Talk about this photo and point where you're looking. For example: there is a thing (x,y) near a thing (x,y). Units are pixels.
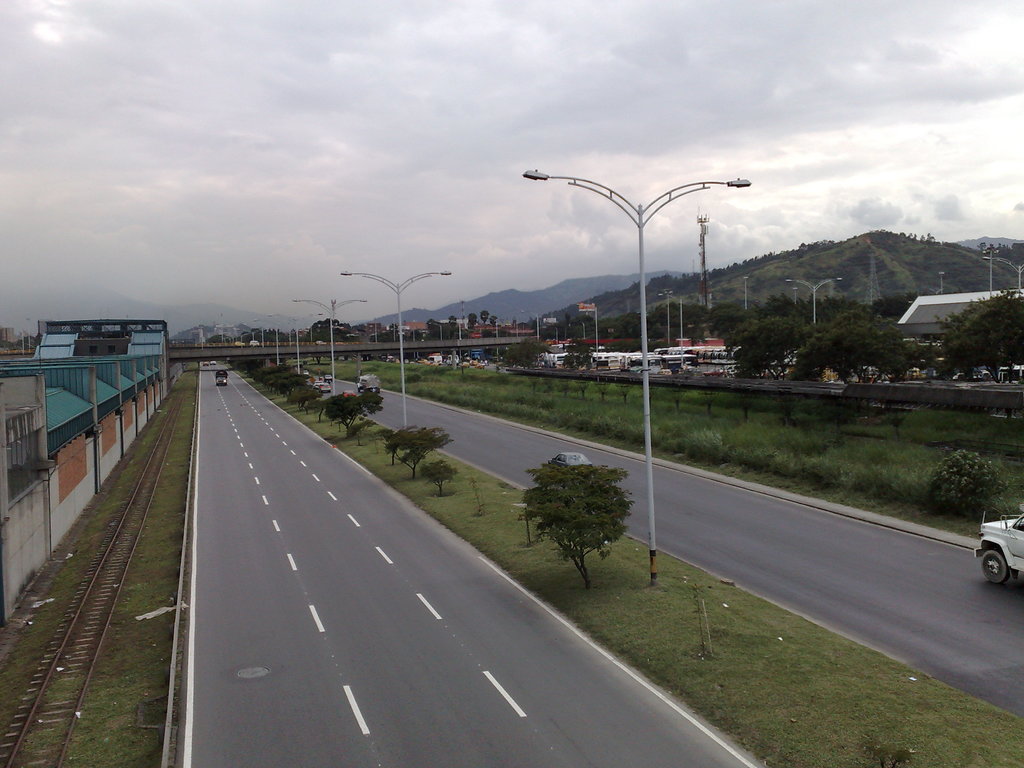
In this image I can see the road (351,596). On the road (326,637) I can see the vehicles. To the side of the road (457,571) there are many trees (419,460) and poles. In the background (354,312) I can see the bridge (452,346), mountains (476,308), clouds (477,114) and the sky (477,114). To the left (77,370) I can see the buildings (61,369).
